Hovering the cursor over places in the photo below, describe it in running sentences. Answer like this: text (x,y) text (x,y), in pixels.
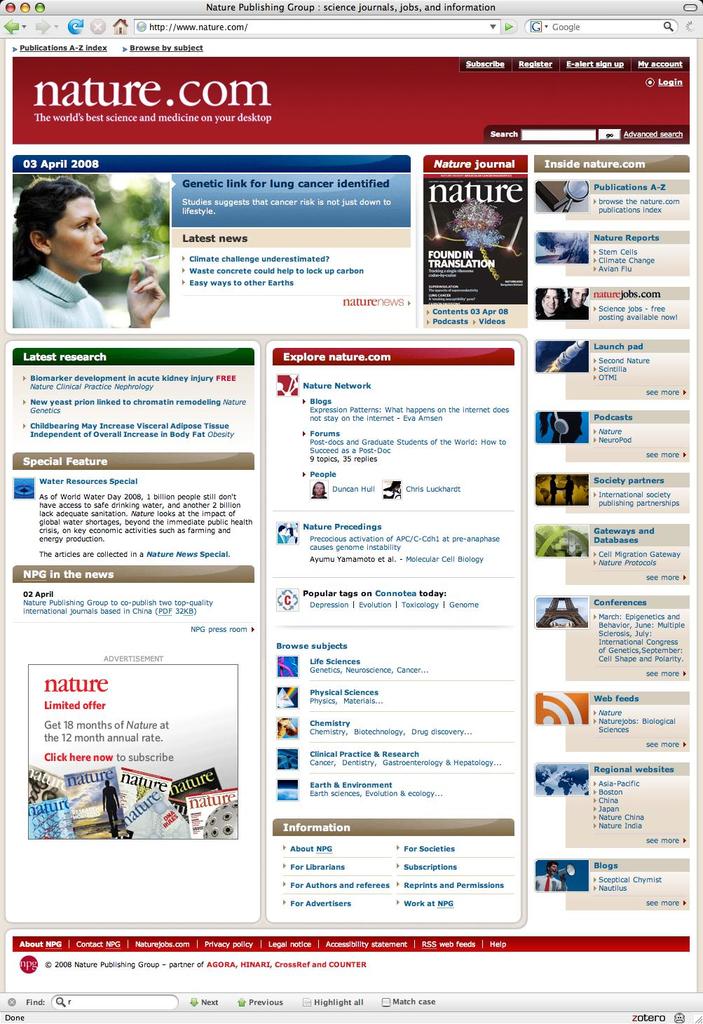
This image looks like a screenshot there are depictions of people (45,200) on the left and on the right corner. And there is text (224,632).
